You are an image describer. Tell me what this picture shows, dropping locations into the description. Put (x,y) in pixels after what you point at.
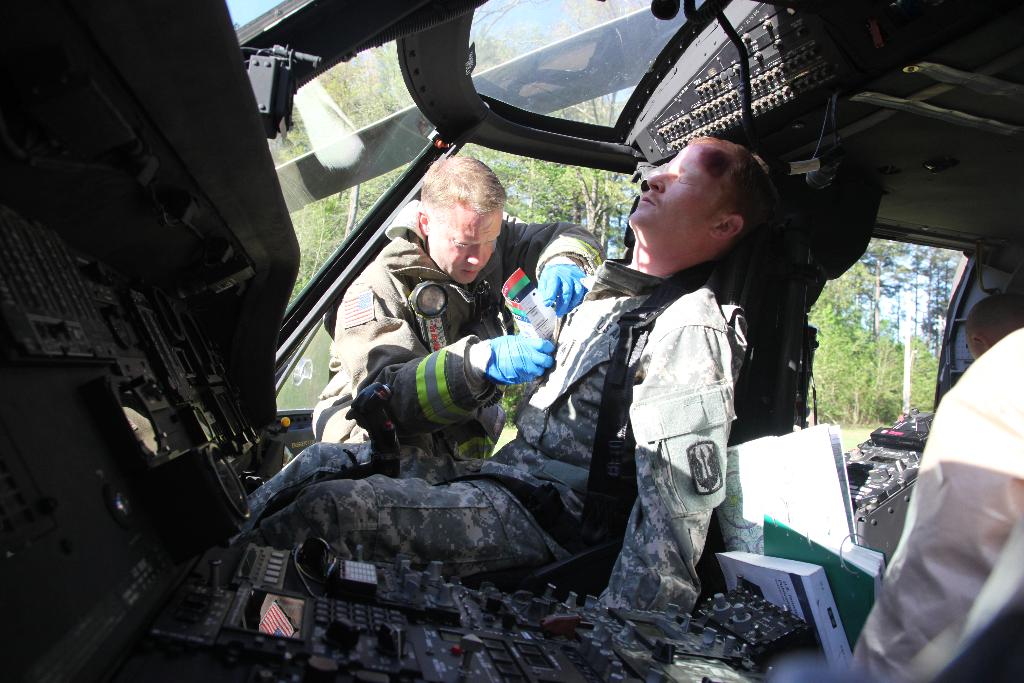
In this picture there is a military soldier (457,531) sleeping in the helicopter (577,634). Beside there is a firefighter (392,306) putting a papers (544,313) in this pocket (559,335). In the background (944,261) there are many trees (917,374).
